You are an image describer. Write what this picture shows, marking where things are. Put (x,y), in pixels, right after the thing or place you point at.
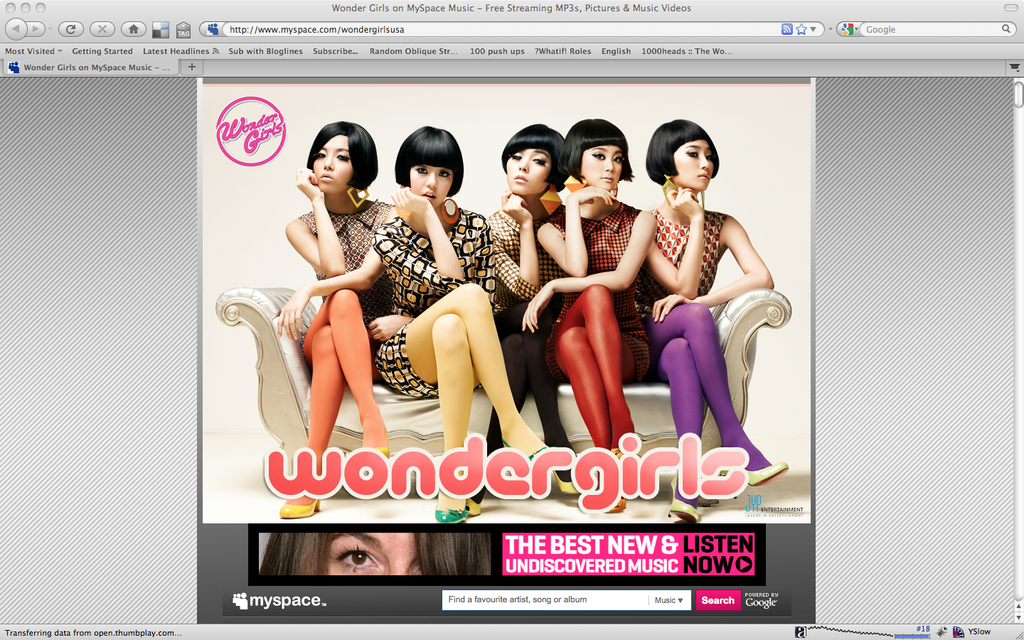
In this image we can see a web page (515,86) with the image of few people (458,267) sitting on the couch (412,400) and some text (698,453).
